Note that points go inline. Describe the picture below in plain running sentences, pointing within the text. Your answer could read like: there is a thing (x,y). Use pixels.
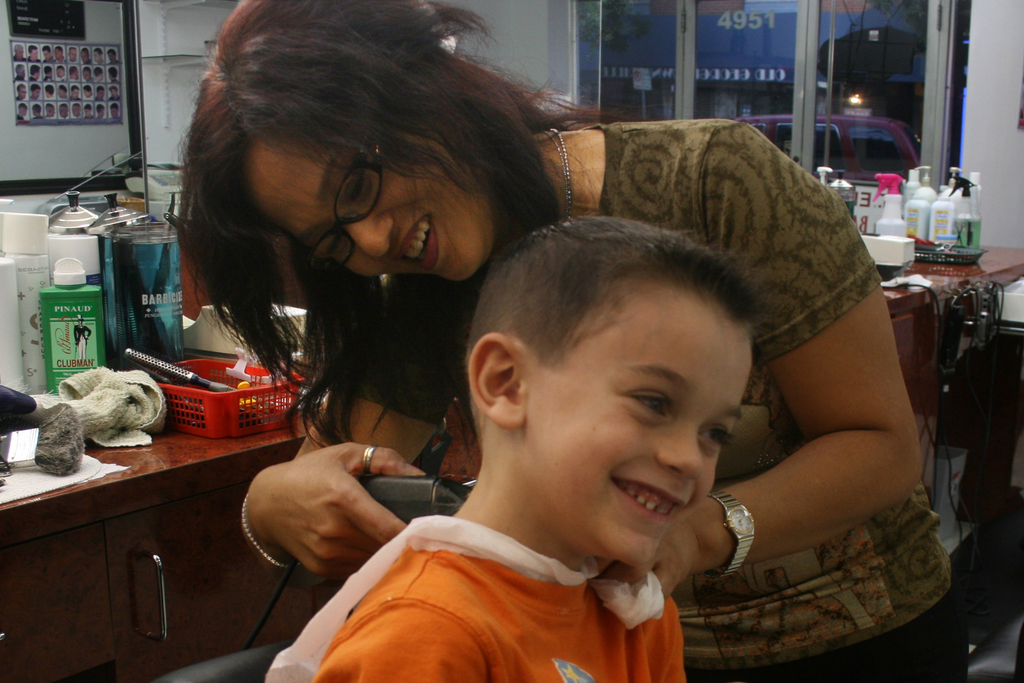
The girl (554,189) in the middle of the picture (447,229) who is standing is cutting the hair (667,278) of a boy (616,422) who is wearing an orange T-shirt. Both of them are smiling. Behind them, we see a table (180,471) on which basket (217,416) containing comb (162,366), lotion bottles (23,333) and napkins (101,438) are placed. Behind that, we see a mirror (38,156). On the right side (1000,255), we see a table (989,270) on which many white plastic bottles (921,213) are placed. Behind that, we see a white wall (969,115) and a window (716,81).
